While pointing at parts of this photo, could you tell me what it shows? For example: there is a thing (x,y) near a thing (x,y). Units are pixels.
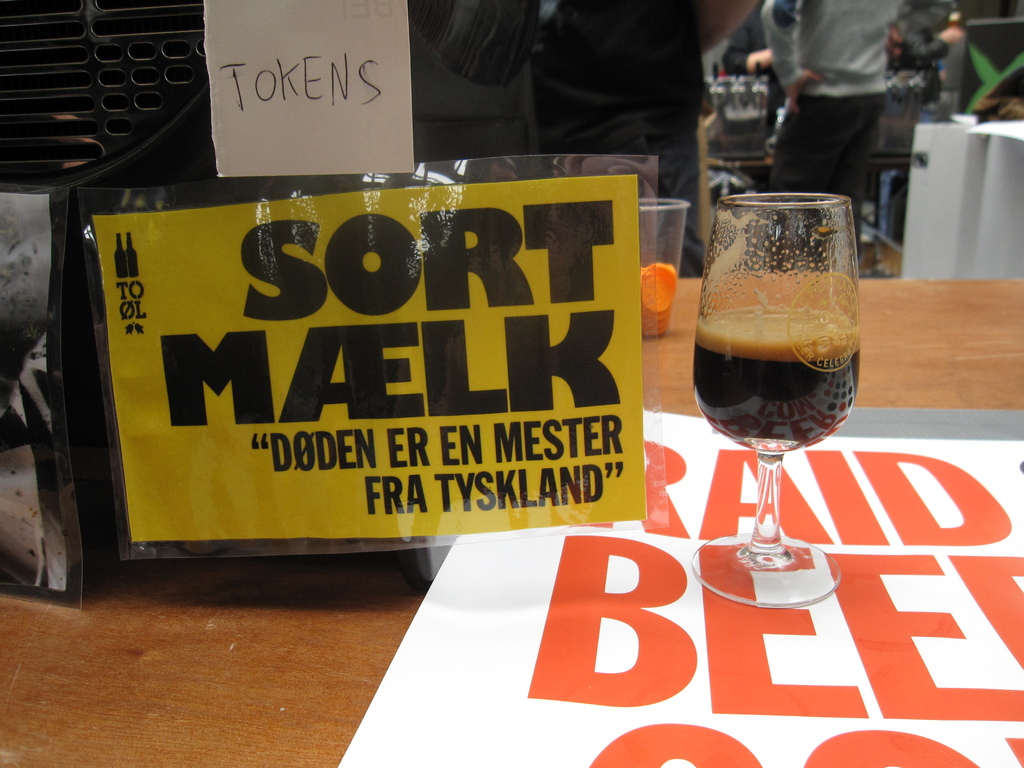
In this picture we can see a glass (771,287) and a liquid (792,376) in it on a table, and a poster (579,413) something written on it, and a glass (651,261), in front a person (651,70) standing on the floor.
